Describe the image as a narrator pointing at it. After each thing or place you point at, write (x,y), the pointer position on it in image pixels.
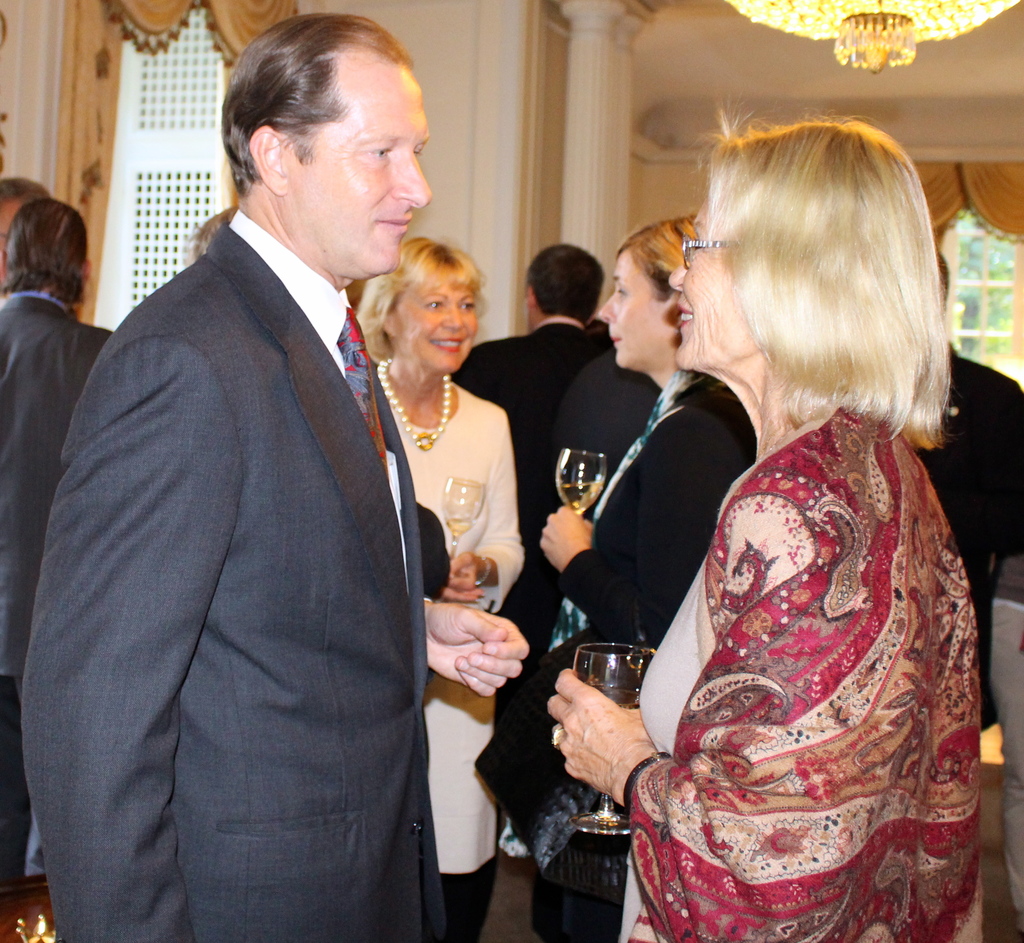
In this picture there is a man (308,256) who is wearing suit (362,537), beside him there is a woman (723,505) who is holding a wine glass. In the back (676,463) there are two women (683,449) were also holding a wine glasses (462,516). On the left (51,334) there are two person (41,331) were standing near to the door (138,253). In the top right corner (765,12) I can see the chandelier (819,36). On the right (985,269), through the window (965,279) I can see some trees (995,287) and plants (992,301). In the bottom right (1013,632) there is a person (986,639) who is standing.
